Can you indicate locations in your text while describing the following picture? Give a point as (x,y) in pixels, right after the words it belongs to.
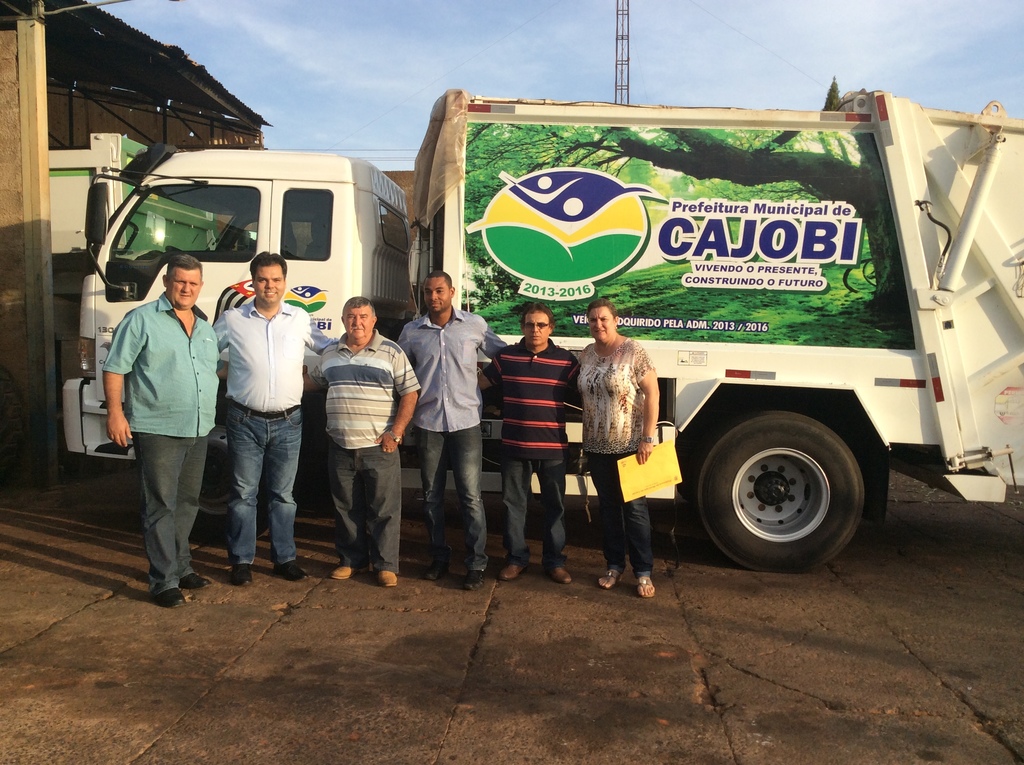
In this image I can see six persons (229,336) are standing and I can see one of them is holding a yellow colour thing (662,455). Behind them I can see a white colour vehicle (474,293) and on it I can see something is written. In the background (13,302) I can see a building (64,110), a tower (618,87), two wires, clouds (351,44) and the sky (484,68).
